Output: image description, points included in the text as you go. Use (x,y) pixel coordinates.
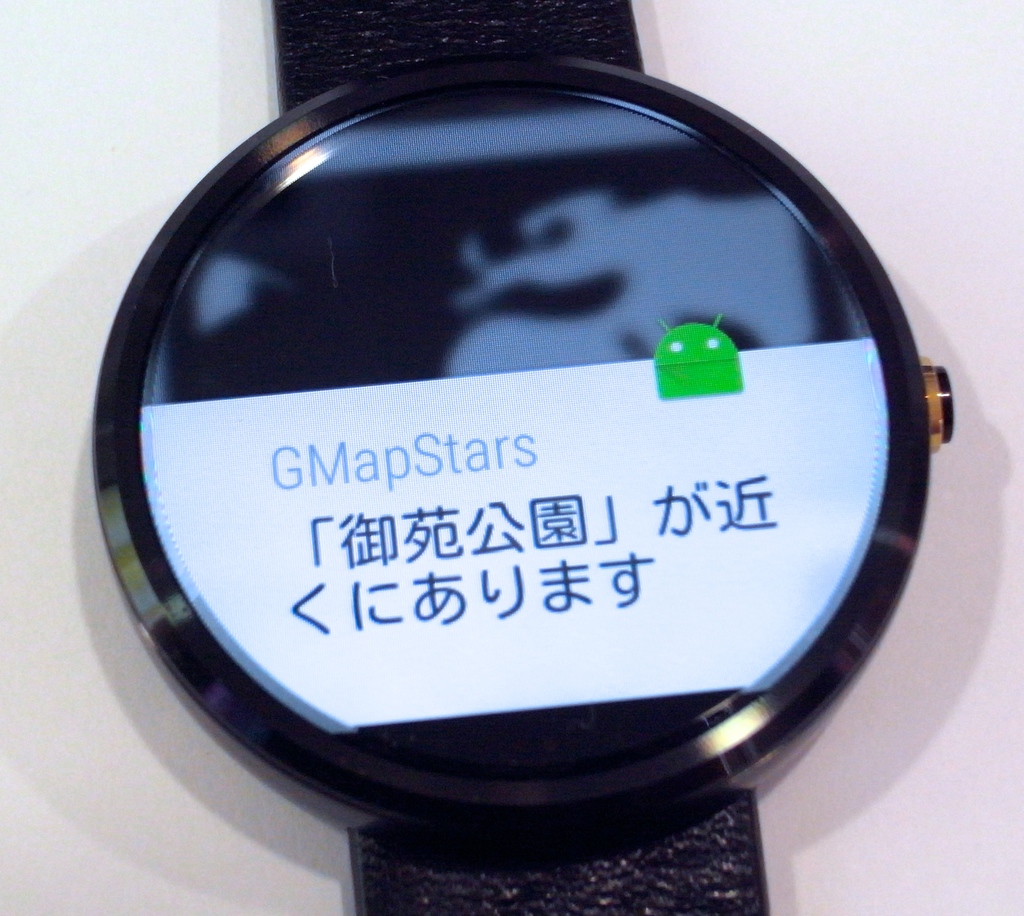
In this picture we can see watch (257,764) on the white surface (118,807) and we can see some text (452,467).
